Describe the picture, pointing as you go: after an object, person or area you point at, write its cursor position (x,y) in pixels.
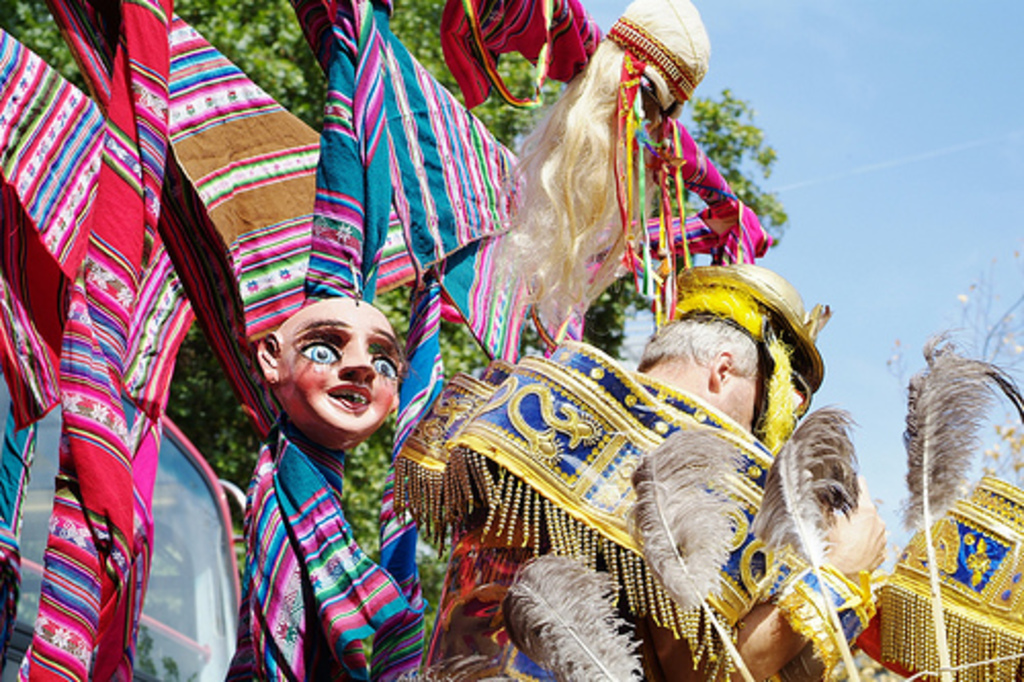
In the center of the image (504,352) we can see colorful clothes (354,169) are attached to the sticks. And we can see one mask (357,361) on one of the sticks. And we can see one person (615,511) is standing and he is in different costume (589,462). And we can see a few other different costumes (654,489). In the background (822,44) we can see the sky (818,216), trees (316,71), one vehicle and a few other objects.
